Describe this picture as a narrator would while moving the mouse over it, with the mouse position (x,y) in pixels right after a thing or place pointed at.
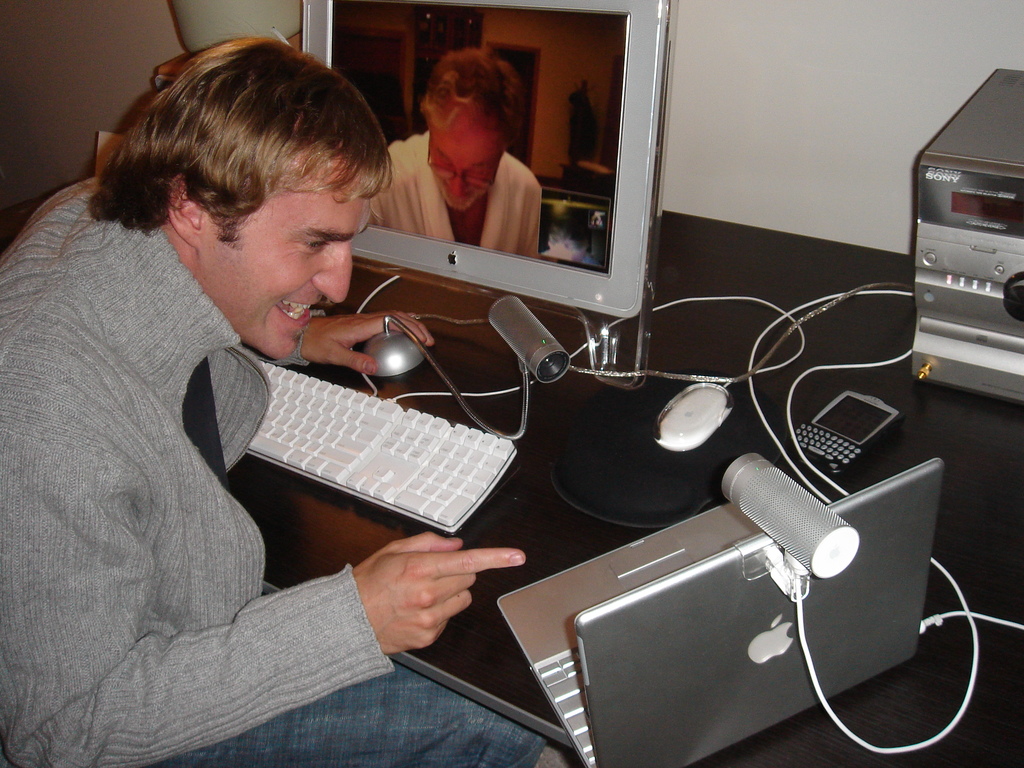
This image is taken indoors. In the background (770,92) there is a wall (123,75) and there is a lamp (226,13). On the left side of the image (93,477) a man (83,526) is sitting on a chair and he is with a smiling face (291,287). At the bottom of the image (843,731) there is a table (958,415) with a laptop (759,604), a mobile phone (859,435), a mouse (692,439), a cam (552,337), a keyboard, a monitor (484,226) and a speaker box (958,287) on it. There is an image of a man (487,184) on the monitor screen (484,194).
